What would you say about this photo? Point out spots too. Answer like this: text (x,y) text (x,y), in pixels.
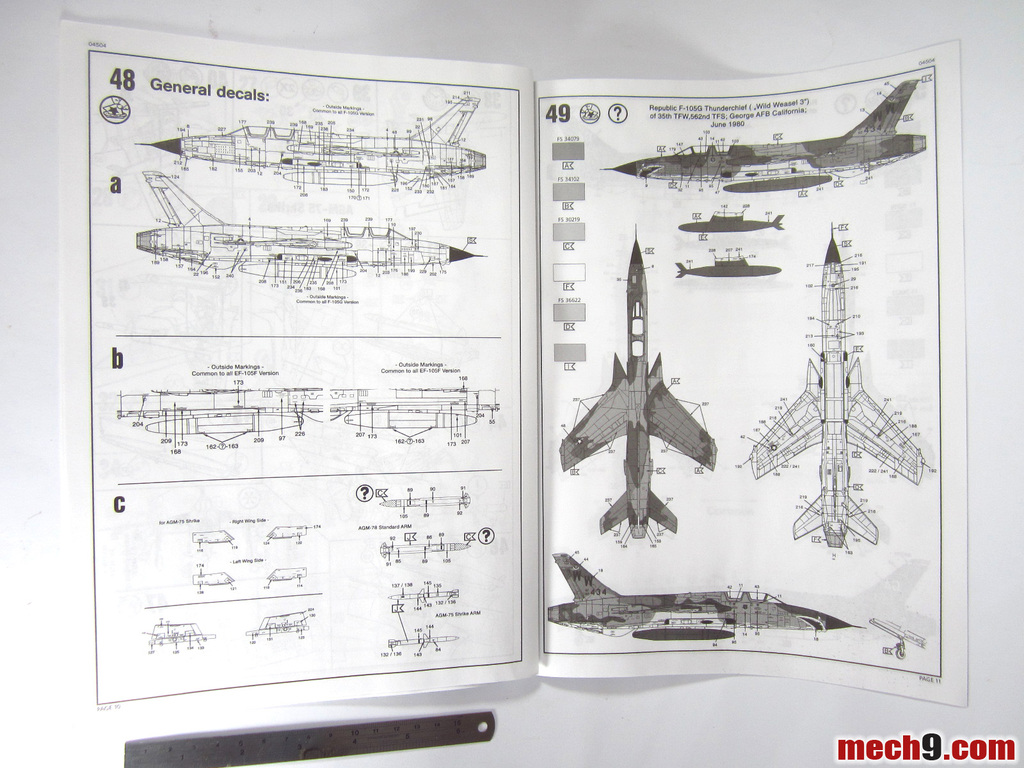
In this picture we can see an open book (736,225) on a white surface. There is the sketch (397,147) of an aircraft's (416,150) on the left side (295,181). We can see a few aircrafts (843,266) on the right side (704,629). There is a text (919,747) visible in the bottom right (927,741).
